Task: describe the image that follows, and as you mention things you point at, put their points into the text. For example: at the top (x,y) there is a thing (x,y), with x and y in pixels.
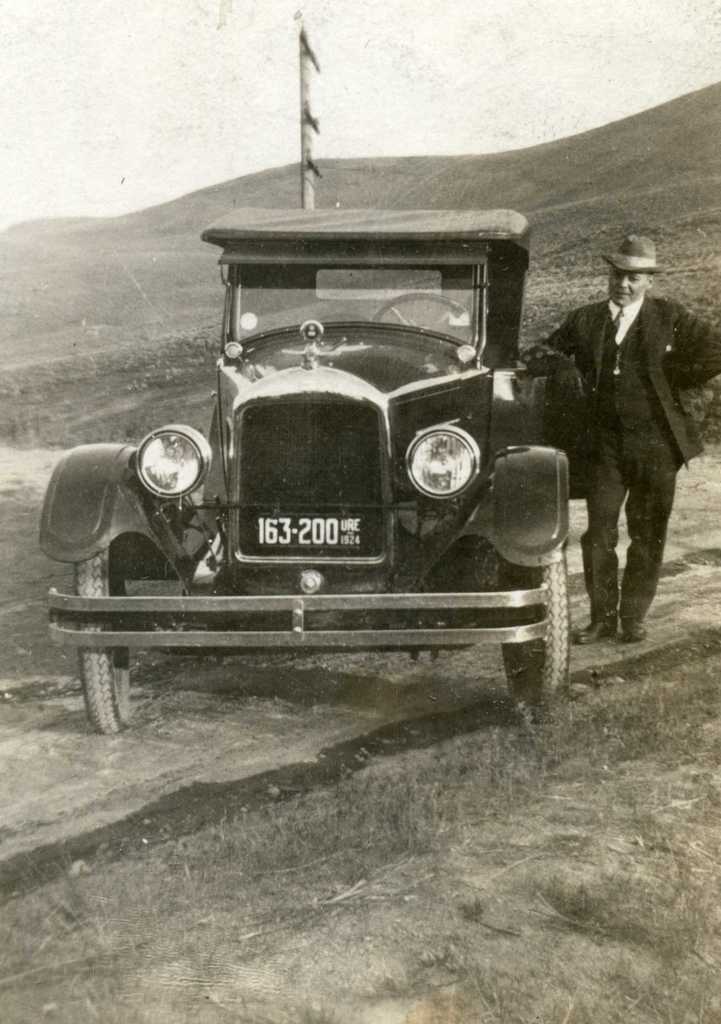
This is a black and white image. In this image, we can see there is a vehicle (435,228) on a road (612,662). Besides this vehicle (552,652), there is a person (687,346) in a suit (656,335), wearing a cap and standing. In the background (685,150), there are mountains (13,309) and there are clouds (656,25) in the sky (158,10).
